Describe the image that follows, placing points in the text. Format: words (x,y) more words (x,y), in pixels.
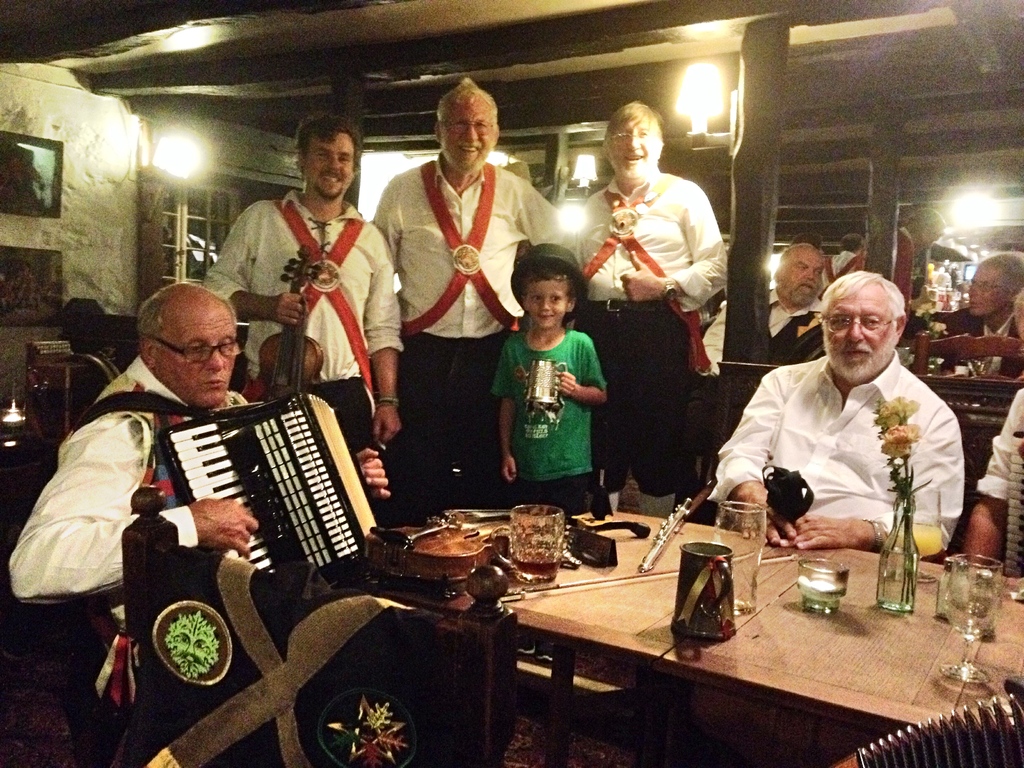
In this image we can see people (685,311) sitting on the chairs (717,398) and some are standing on the floor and some of them are holding musical instruments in their hands (268,309). In front of the people (341,337) we can see tables (565,609) and on the tables (618,600) there are crockery (680,568), cutlery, flower vases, musical instruments (665,544) and decors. In the background (33,175) there are wall hangings (21,160) attached to the walls (84,189) and electric lights (180,153).
